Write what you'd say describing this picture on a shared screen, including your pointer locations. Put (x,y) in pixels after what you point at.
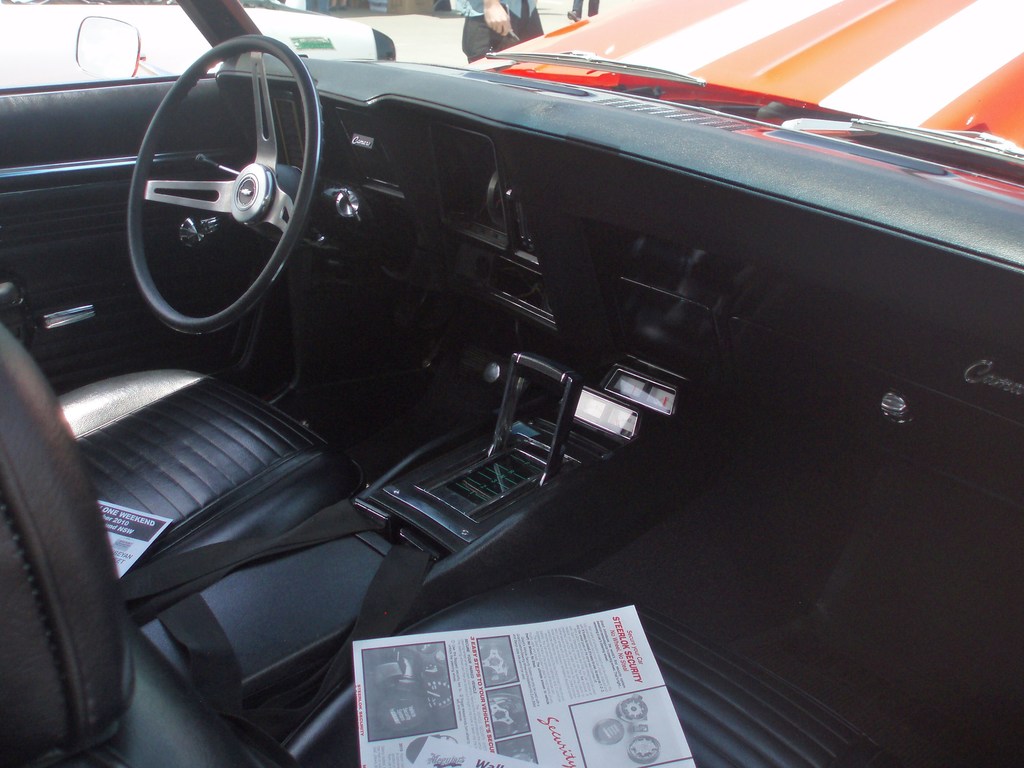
Here we can see the inside view of a car (470,578) and there are two newspapers (136,556) on the seats (346,758). Through the car glass door (45,46) we can see few persons (502,16), road (379,19) and other objects (280,24).
